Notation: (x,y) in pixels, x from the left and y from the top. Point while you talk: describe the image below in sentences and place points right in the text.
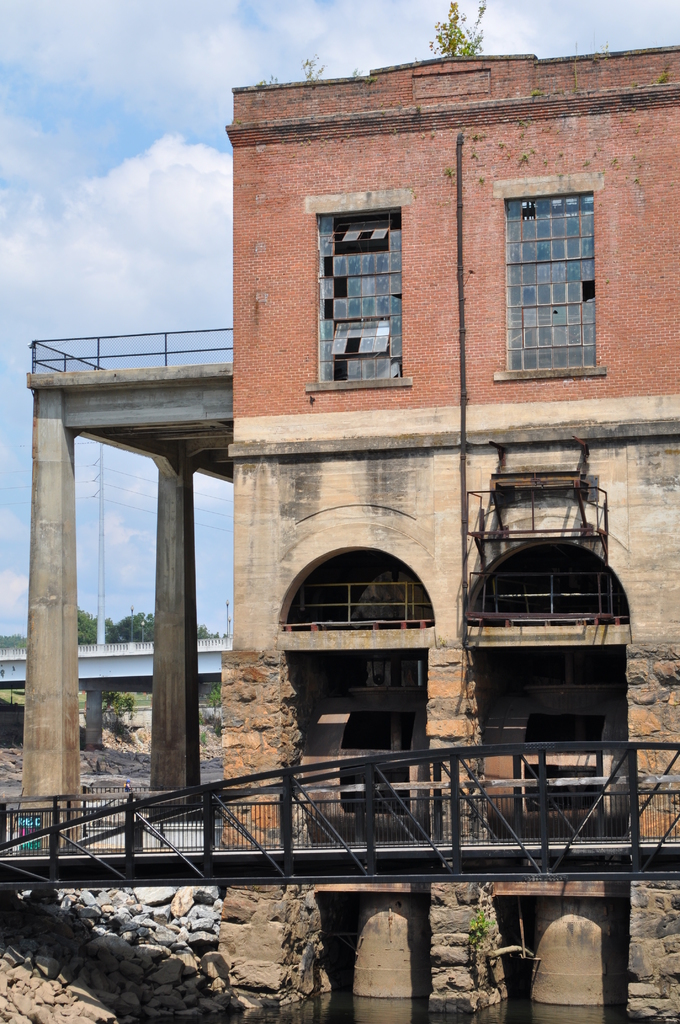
As we can see in the image there is a building (436,416), windows (400,357), bridge (323,780), water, rocks (190,950), sky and clouds (163,187).
